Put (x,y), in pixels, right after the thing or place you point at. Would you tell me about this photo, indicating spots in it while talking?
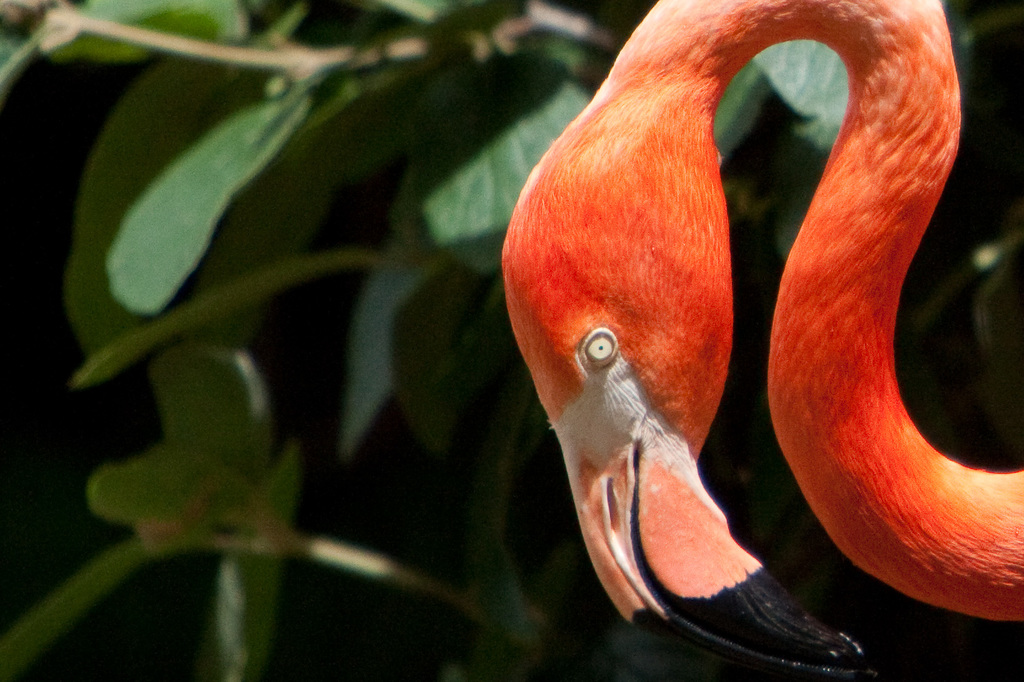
In this image we can see a animal (902,271) with orange color with long beak (615,524). In the background (863,630), we can see group of plants (345,118).
